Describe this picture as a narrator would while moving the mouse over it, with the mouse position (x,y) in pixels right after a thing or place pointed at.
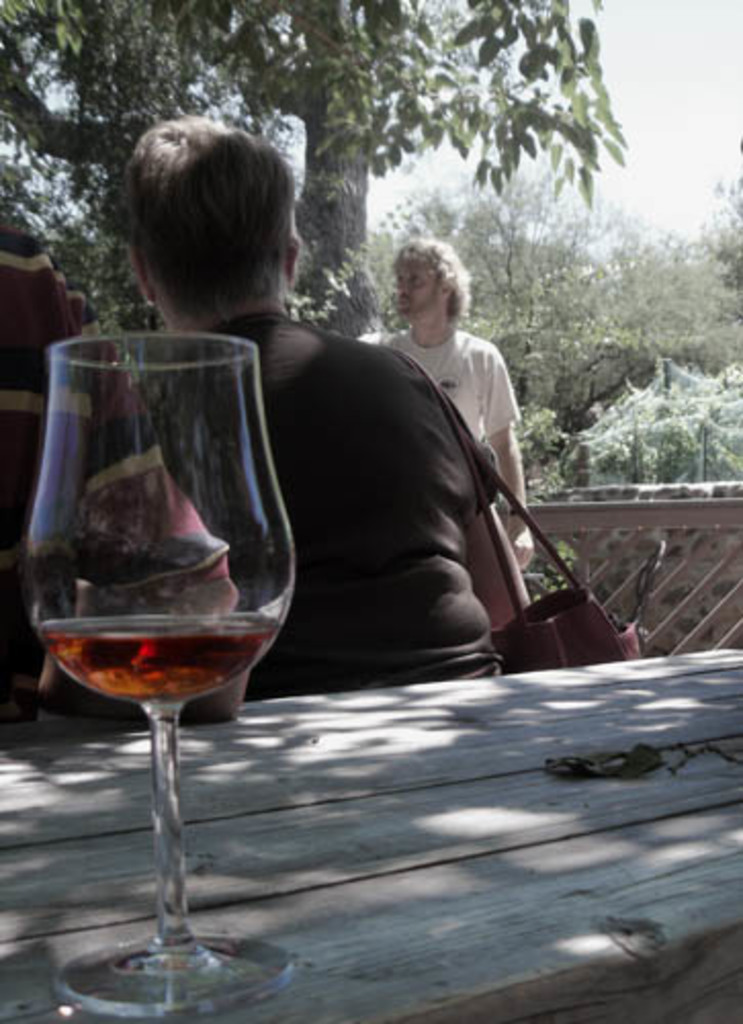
In this picture we can see a glass (57,407) on the table (561,834). Here we can see two persons (366,405). He is carrying his bag (598,641). On the background (393,216) we can see some trees (666,288). And this is sky (659,126).
